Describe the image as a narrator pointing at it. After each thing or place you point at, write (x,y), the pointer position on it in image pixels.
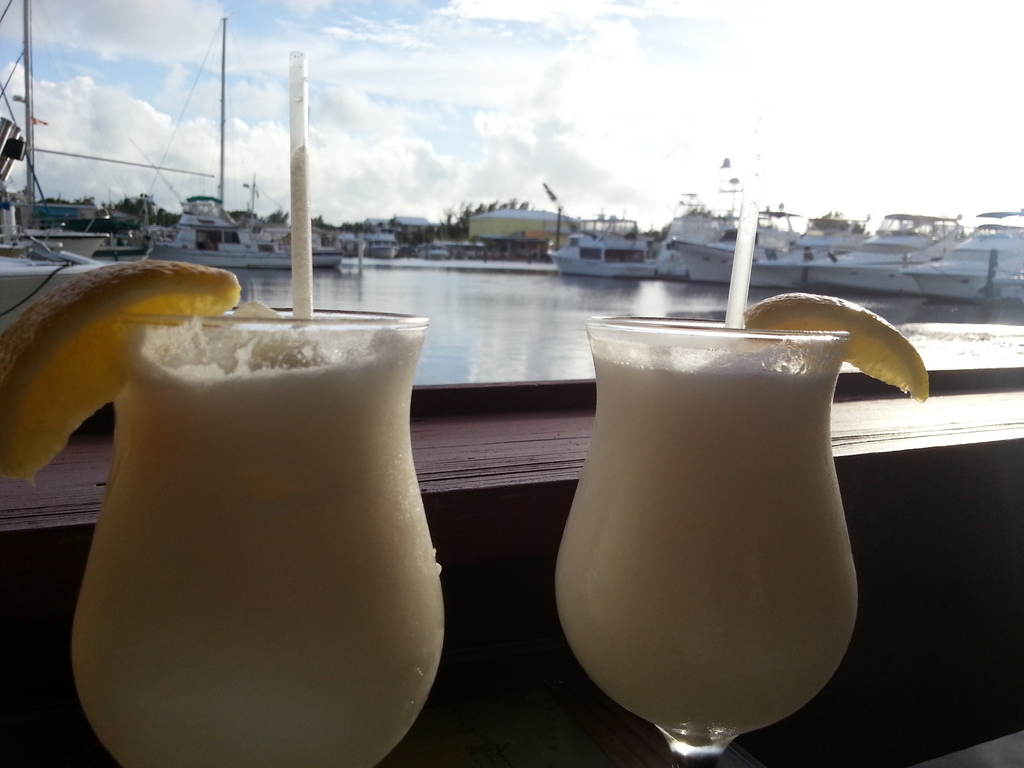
In this image I can see there are two juice glasses (305,655) with lemon slices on them, at the back side (484,327) there are boats (710,247) in this water (503,294). At the top (526,100) it is the cloudy sky (505,80).
